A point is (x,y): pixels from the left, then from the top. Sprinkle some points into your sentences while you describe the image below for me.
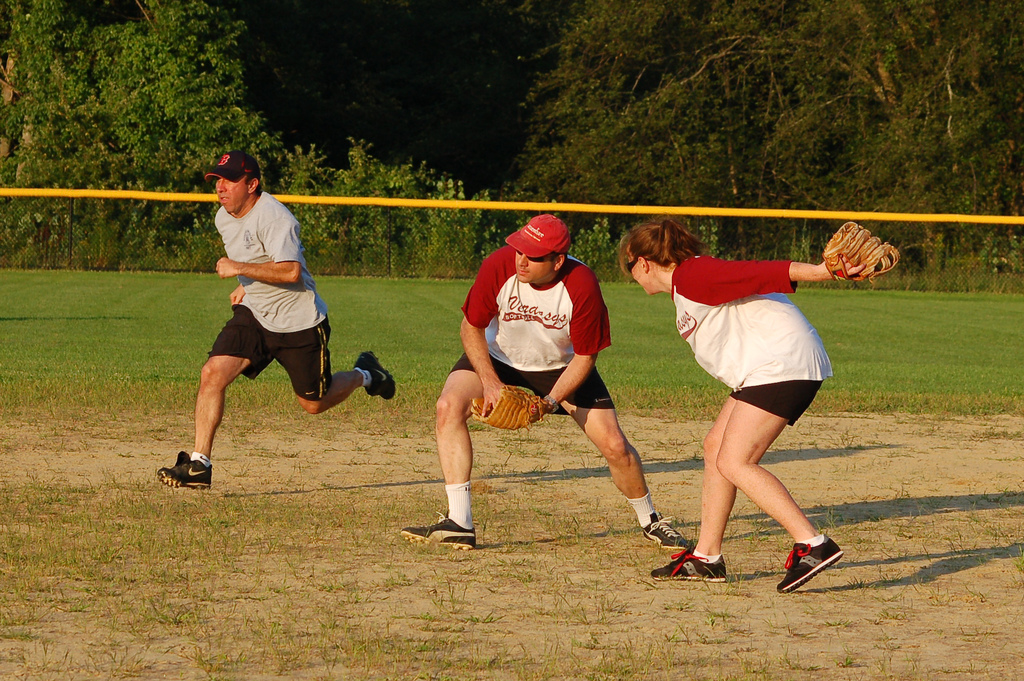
In the picture there are total three people (624,448), two men (500,362) and a woman (735,397). One of the man (281,368) is running on the ground (226,506) and the remaining two (569,356) are playing. Around the ground (681,441) there are a lot of trees (345,116).
